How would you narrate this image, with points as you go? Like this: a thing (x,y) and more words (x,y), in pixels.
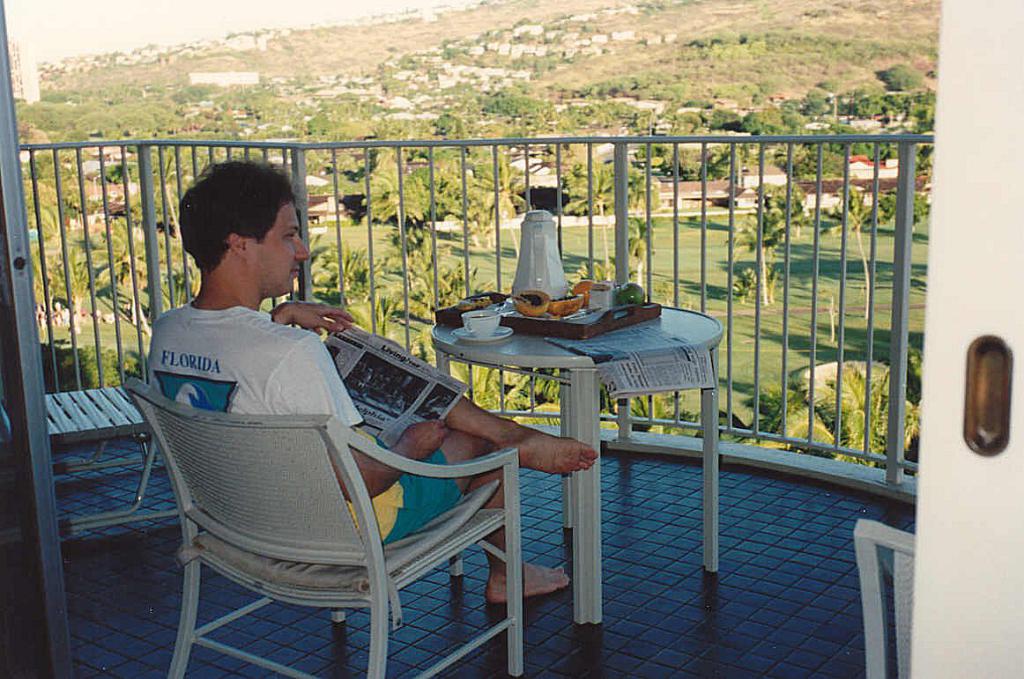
On the left side of the image (256,285) we can see a man (282,317), he is sitting and he is holding a newspaper (361,396), in front of him we can see fence (338,182), jug (551,250), cup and other things (555,316) on the table (537,356), in the background (622,129) we can see few trees (588,124) and houses (834,193).
